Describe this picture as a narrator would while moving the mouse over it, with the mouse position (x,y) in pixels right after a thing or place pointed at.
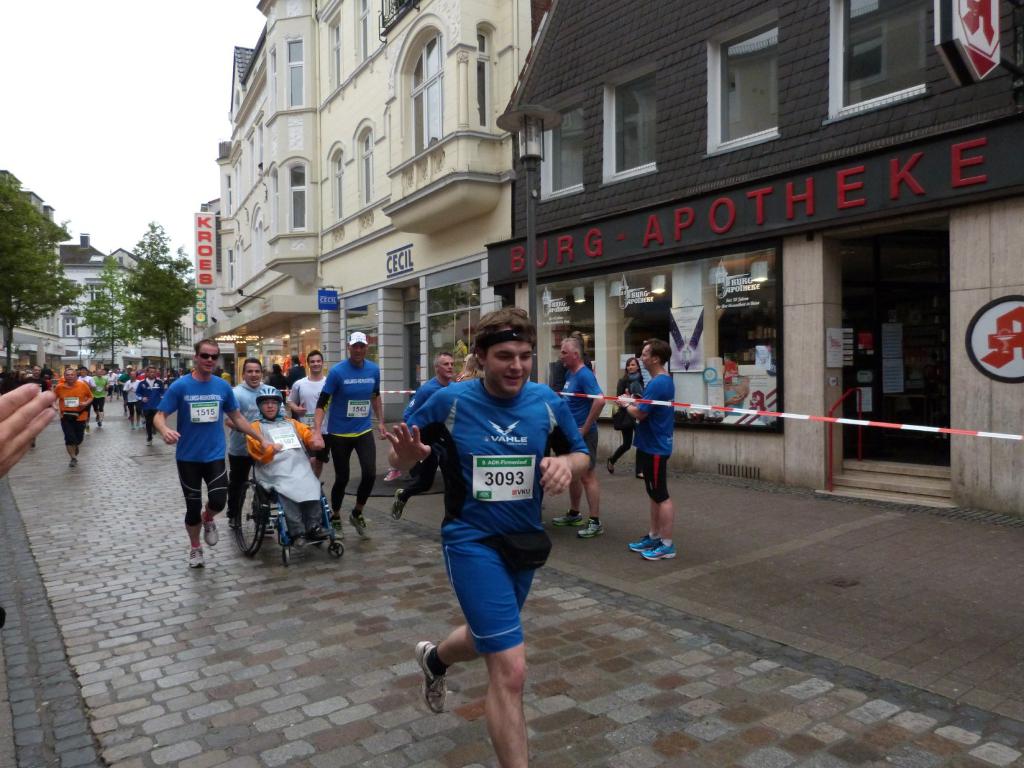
Here in this picture we can see some people (193,411) are running on the road (286,570) over there and in the middle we can see some people (241,475) carrying a person (275,452), who is sitting in the wheel chair (255,510) with helmet (280,392) on him over there and beside them we can see some people (565,409) standing over there and we can also see stores (597,248) and buildings (249,179) present all over there and we can see its doors (892,303) and windows (717,271) on it and we can also see hoardings (203,291) present and we can see trees (93,320) present over there.
